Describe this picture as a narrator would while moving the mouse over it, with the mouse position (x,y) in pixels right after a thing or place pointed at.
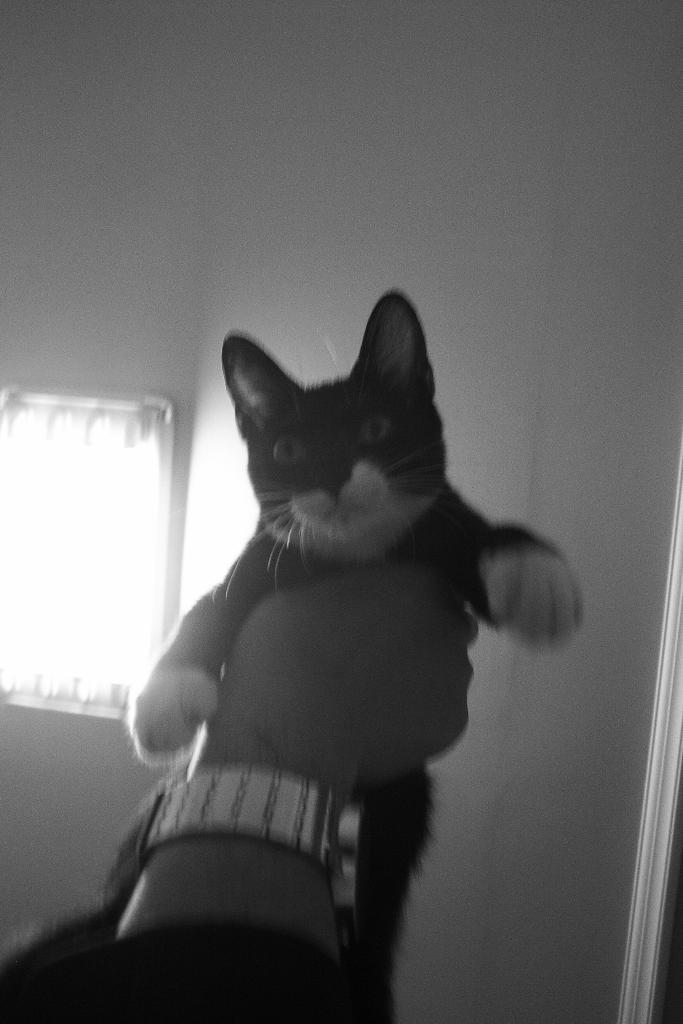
This is black and white image, in this image there is a hand (328,748) holding a cat (186,674).
